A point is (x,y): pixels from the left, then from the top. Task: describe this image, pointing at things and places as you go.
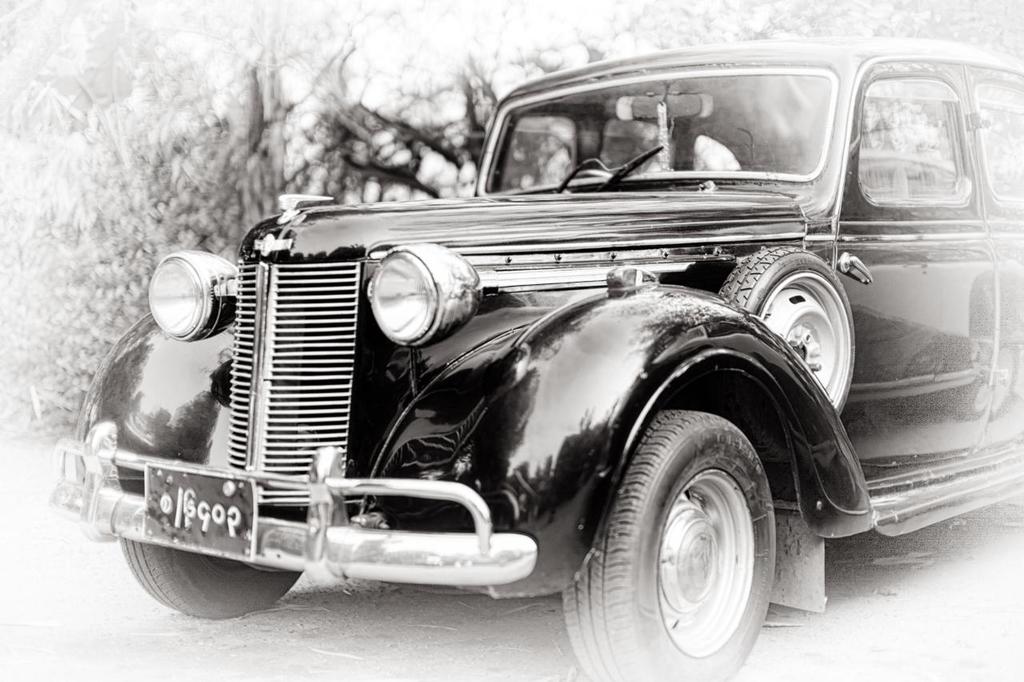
Here there is car (697,390).
